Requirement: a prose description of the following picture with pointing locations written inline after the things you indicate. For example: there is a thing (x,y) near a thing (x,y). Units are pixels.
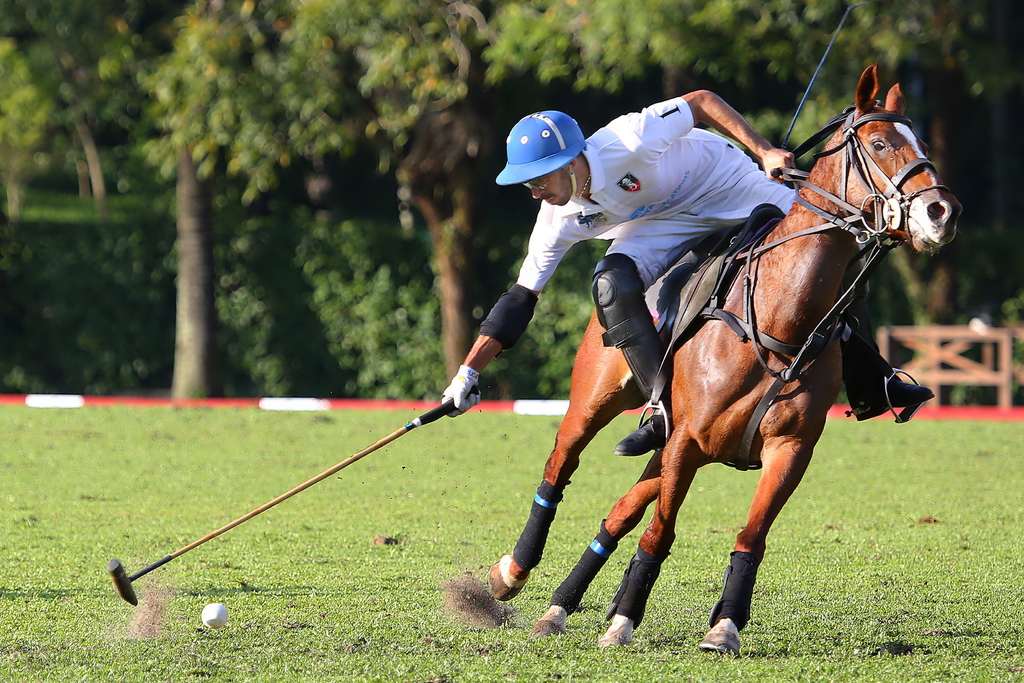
In this image we can see one man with blue cap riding a horse (643,508) on the ground (637,544), holding a polo mallet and playing polo game. There are some objects (1000,411) on the surface (963,447), some wooden fence (970,371), one white ball (215,606), some trees (988,312), plants (947,403) and green grass (238,602) on the surface (290,502).
